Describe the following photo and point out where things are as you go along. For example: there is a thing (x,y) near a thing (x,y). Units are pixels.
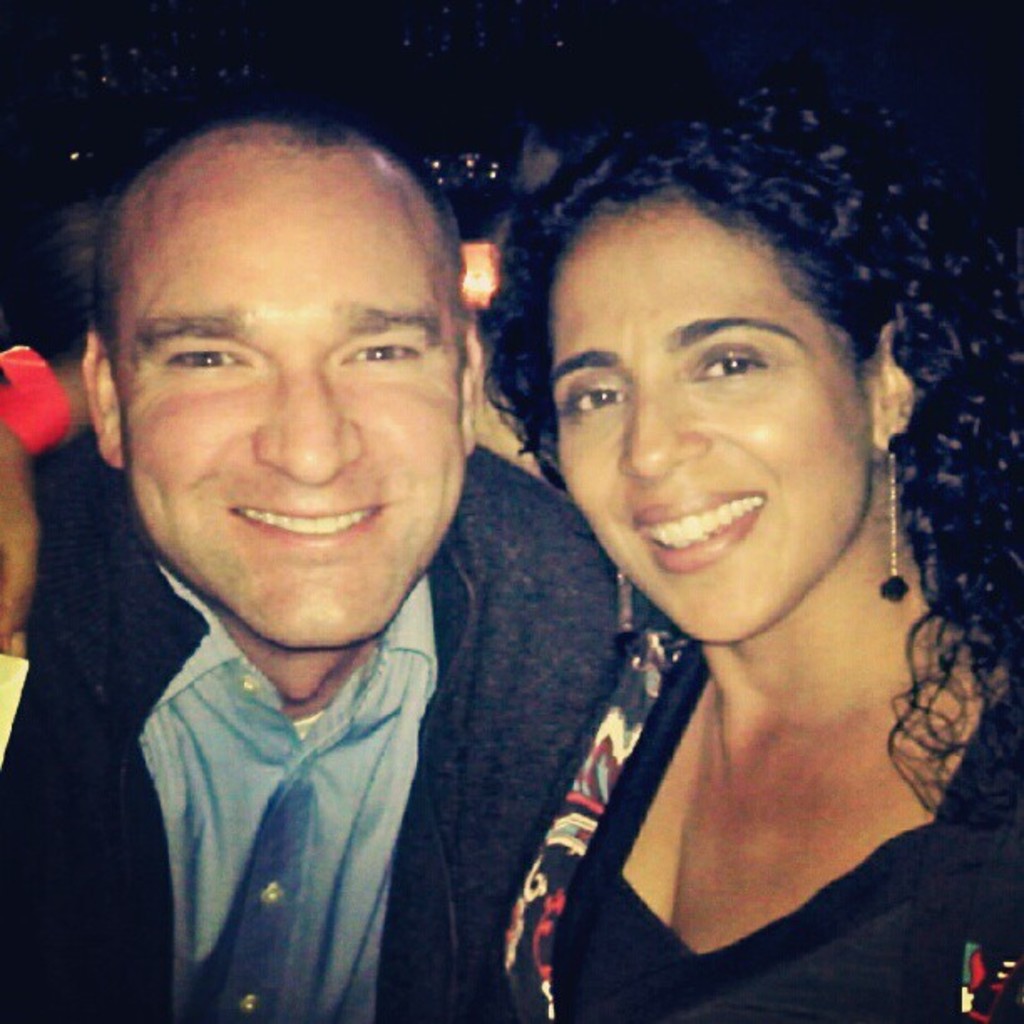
In this picture we can see there are two people (480,629) smiling and behind the people (430,695) there is a dark background (9,79).
